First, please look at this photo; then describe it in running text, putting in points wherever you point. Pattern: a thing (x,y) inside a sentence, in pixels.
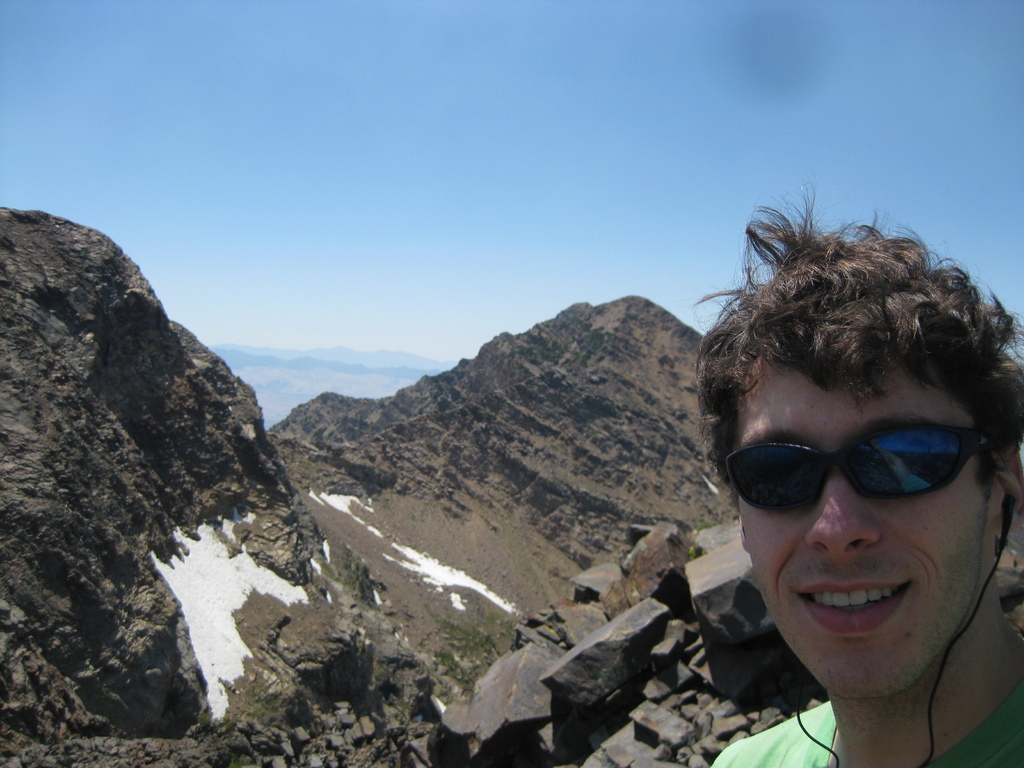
On the right side of the image (895,645) there is a person (846,588) wearing spectacles (813,474). In the background (500,595) we can see hills (495,604), rocks (563,610) and sky (328,193).
